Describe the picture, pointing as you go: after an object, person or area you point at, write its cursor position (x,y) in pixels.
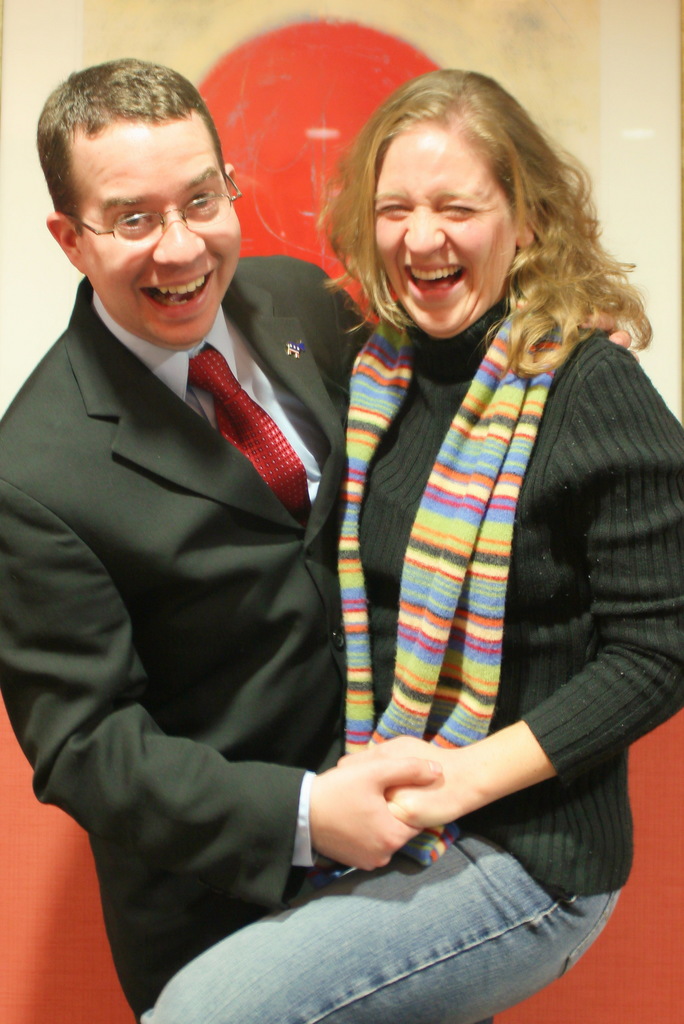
In this image, we can see a woman (543,445) and man (228,559) are smiling and holding their hands (394,799). They are seeing. Background (335,103) we can see a wall (324,132) and red color here.
